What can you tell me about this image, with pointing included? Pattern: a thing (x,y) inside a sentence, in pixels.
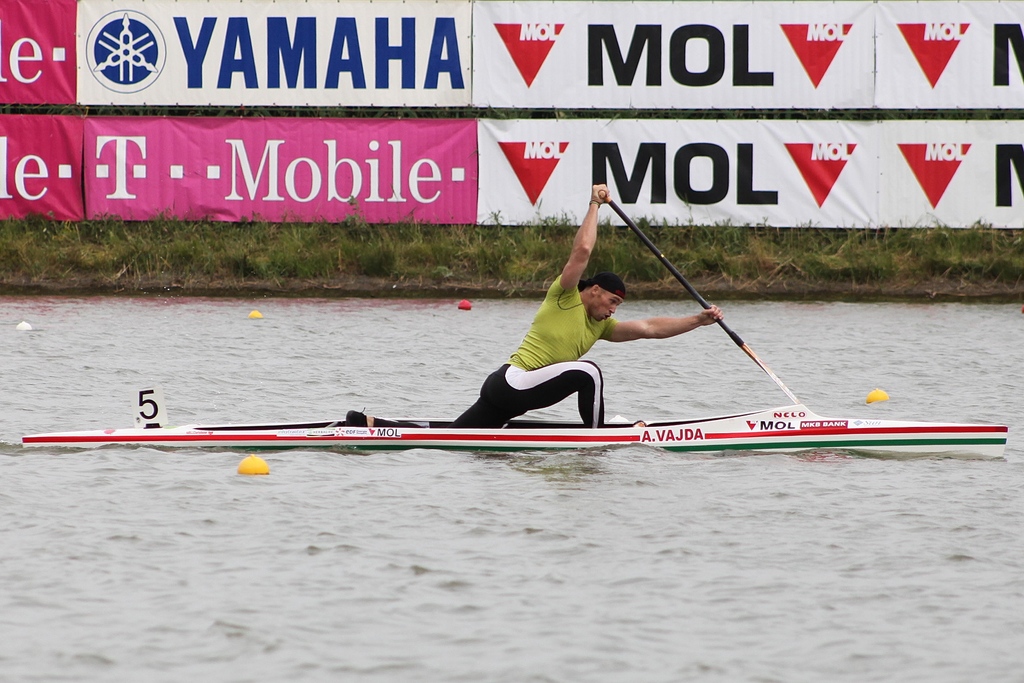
In this image, we can see a person (586,305) on the boat (525,435) and holding a paddle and we can see a board (139,414) with a number (155,402). In the background (320,128), there are banners (492,105) with some text (234,69) and logos (157,72). At the bottom (321,508), there is water (328,452).
